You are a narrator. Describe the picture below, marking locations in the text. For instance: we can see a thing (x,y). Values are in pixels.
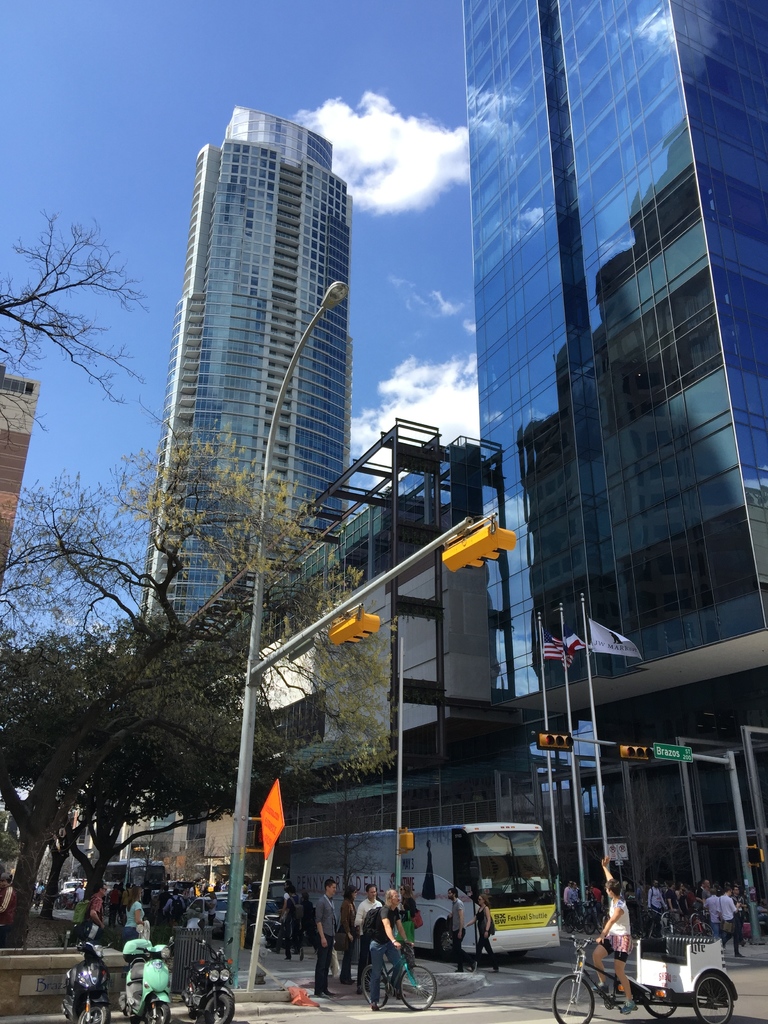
In this image I can see group of people (175,886) some are standing and some are riding bicycle (682,988), in front (523,867) I can see a vehicle (536,844) on the road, few light poles (547,744), trees (208,694) in green color. Background (616,364) I can see a glass building (565,176) and sky (355,50) in white and blue color.
